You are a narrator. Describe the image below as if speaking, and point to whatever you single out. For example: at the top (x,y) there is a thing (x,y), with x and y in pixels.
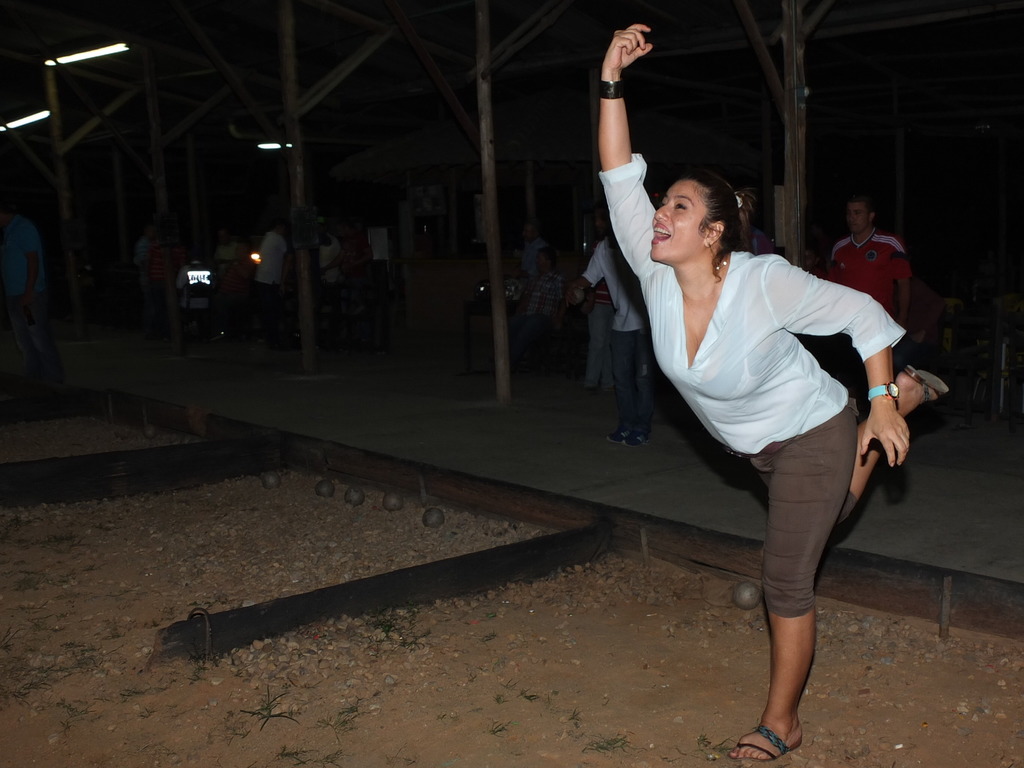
In this image I can see on the right side (696,336) there is a woman (766,362) raising her hand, she is wearing shirt (805,387), trouser (801,452). In the background (530,303) few people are there. In the top left hand side (94,53) there are lights (94,53).
